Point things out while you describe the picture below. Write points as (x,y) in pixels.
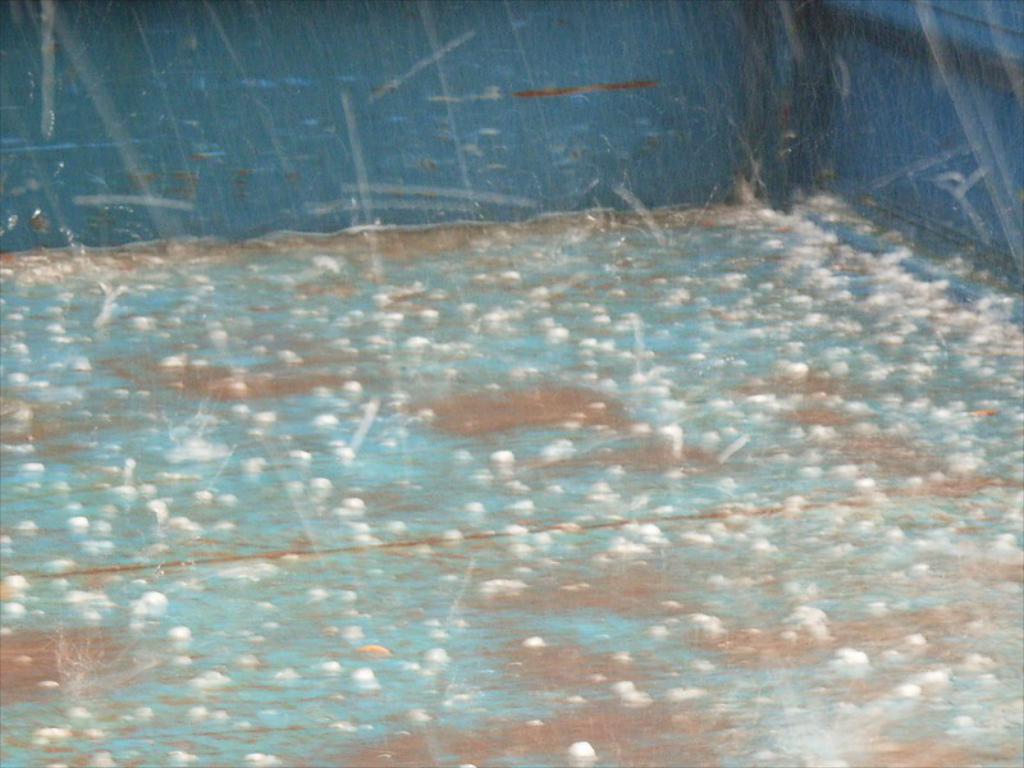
In the image there are raindrops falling on a surface (275,520) and there are many ice pieces (503,497) on the floor (466,292), in the background (424,81) there is a blue surface (593,99).
